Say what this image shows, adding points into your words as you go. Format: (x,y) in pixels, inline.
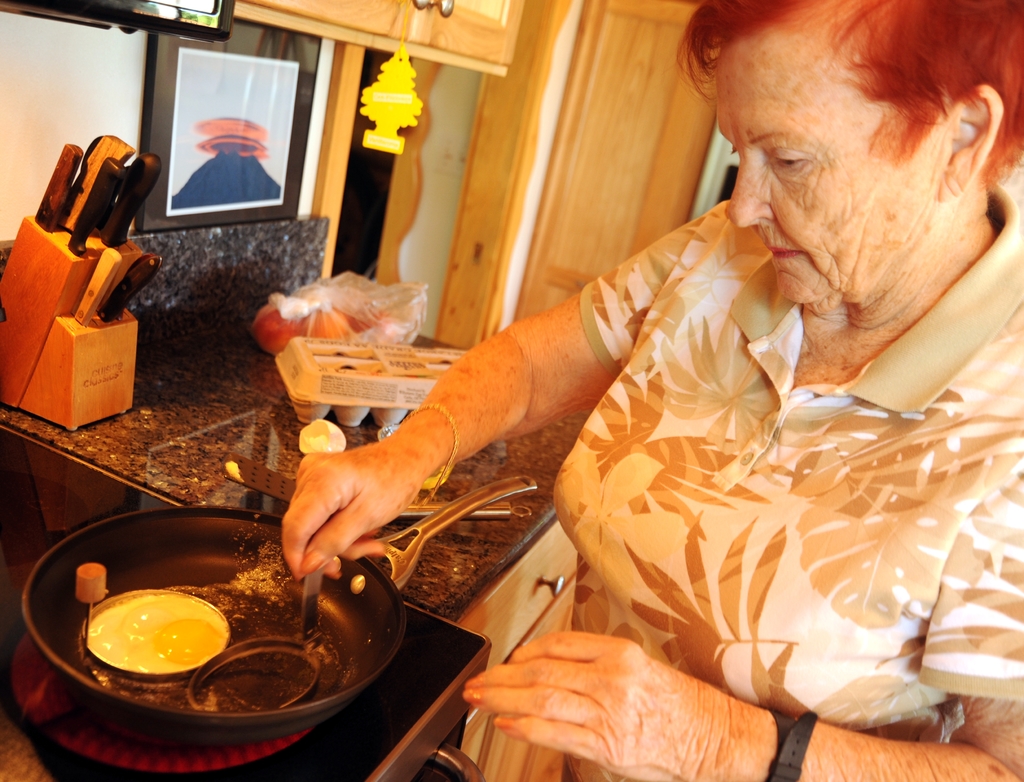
In this picture, we see the woman (747,317) is standing. I think she is cooking. In front of her, we see an electric stove (408,698) on which pan (307,704) is placed. Beside that, we see a counter top (237,434) or a table (191,411) on which eggs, knives (76,248) and plastic cover (314,326) are placed. Behind that, we see a photo frame (291,131) is placed on the wall (118,70). In the background (616,110), we see a wall (439,177) and a door (613,110).
